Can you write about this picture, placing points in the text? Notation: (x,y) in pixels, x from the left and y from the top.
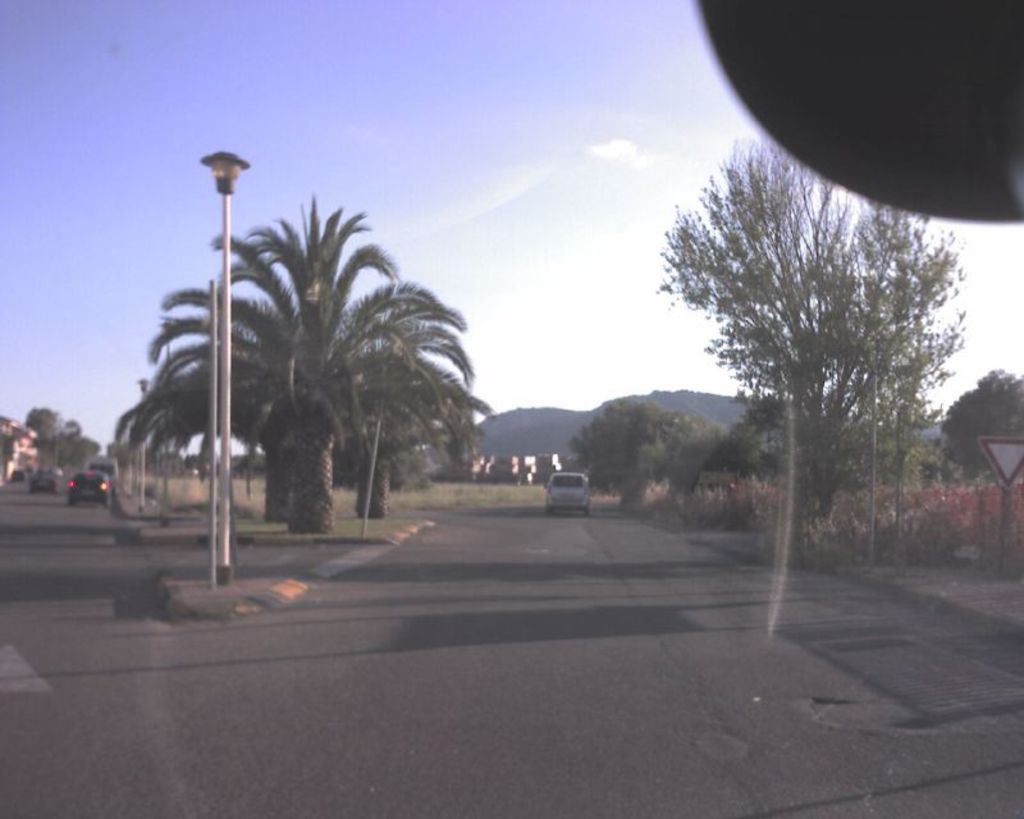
In the foreground of this image (581,624), there are roads (103,513), poles (1001,539), a board (1001,463), trees (788,444), plants (768,480), vehicles (566,480) moving on the road (62,495) and in the background (510,429), there are mountains (691,411) and the sky (576,245).
